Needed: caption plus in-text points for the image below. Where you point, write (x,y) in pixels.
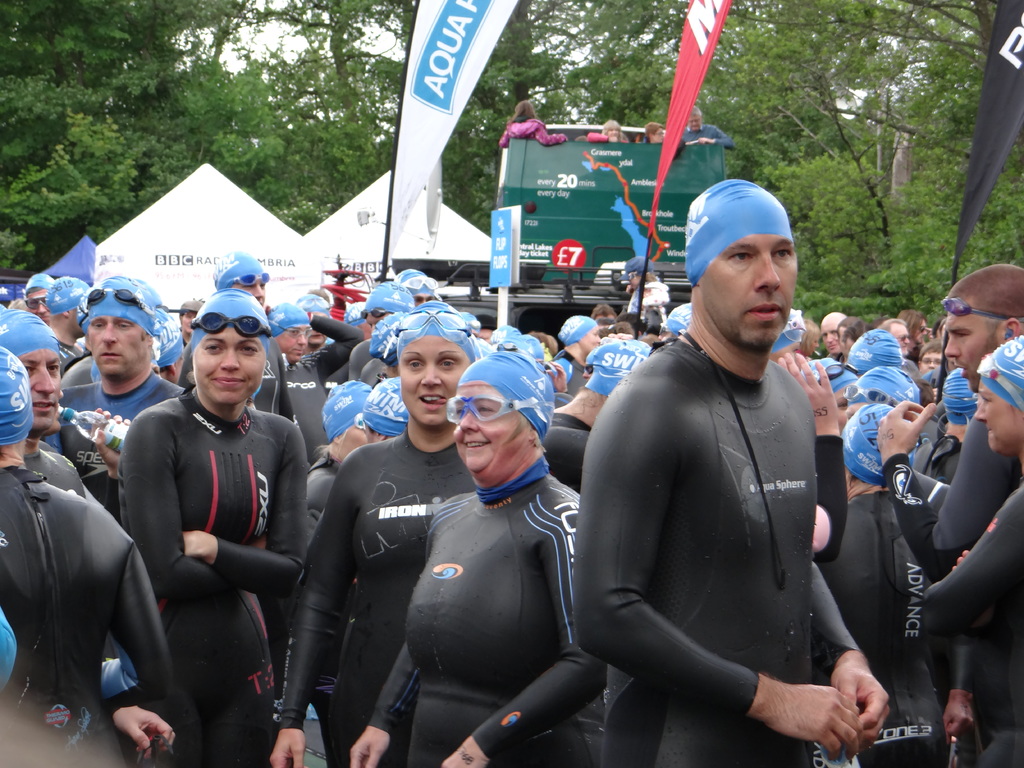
In this image we can see many people (591,567). There are two vehicles (573,256) and two tents (242,224) in the image. There are many trees (129,147) in the image. There are three advertising flags (1002,82) in the image.
